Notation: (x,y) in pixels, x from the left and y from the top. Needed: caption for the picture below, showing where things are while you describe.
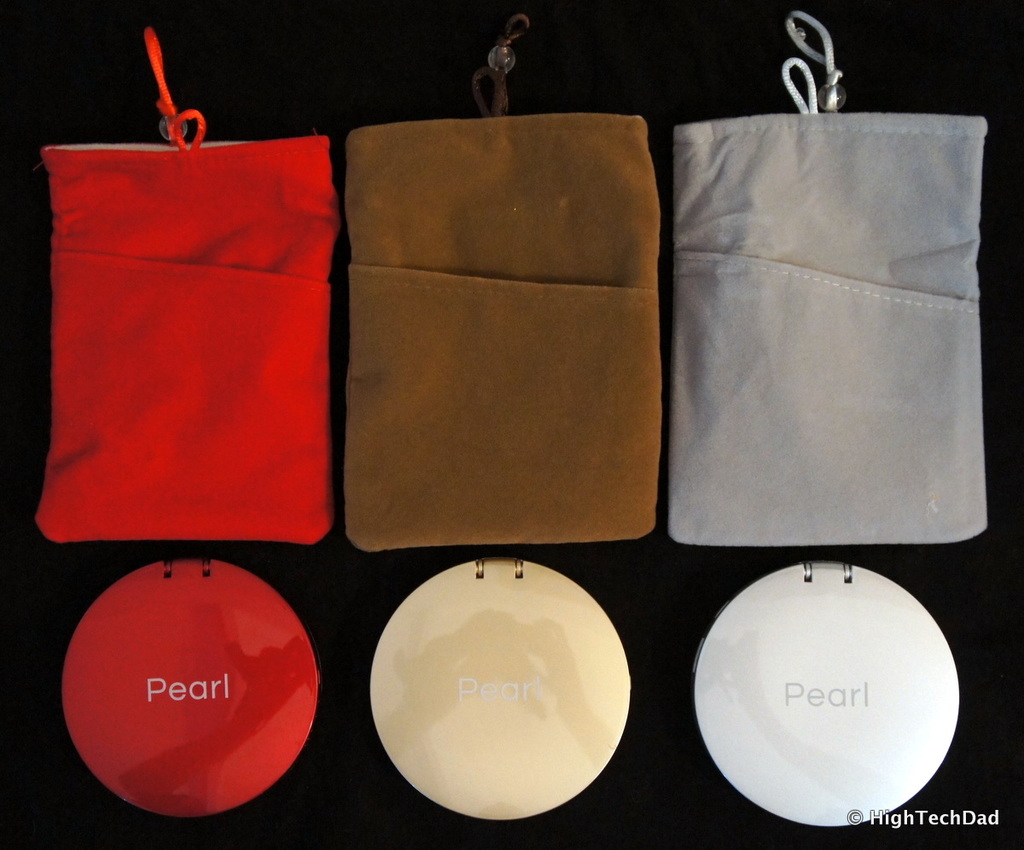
In this picture there are pouches (436,334) in three different colors and there are three boxes (814,741) in different colors like red, brown, grey.
